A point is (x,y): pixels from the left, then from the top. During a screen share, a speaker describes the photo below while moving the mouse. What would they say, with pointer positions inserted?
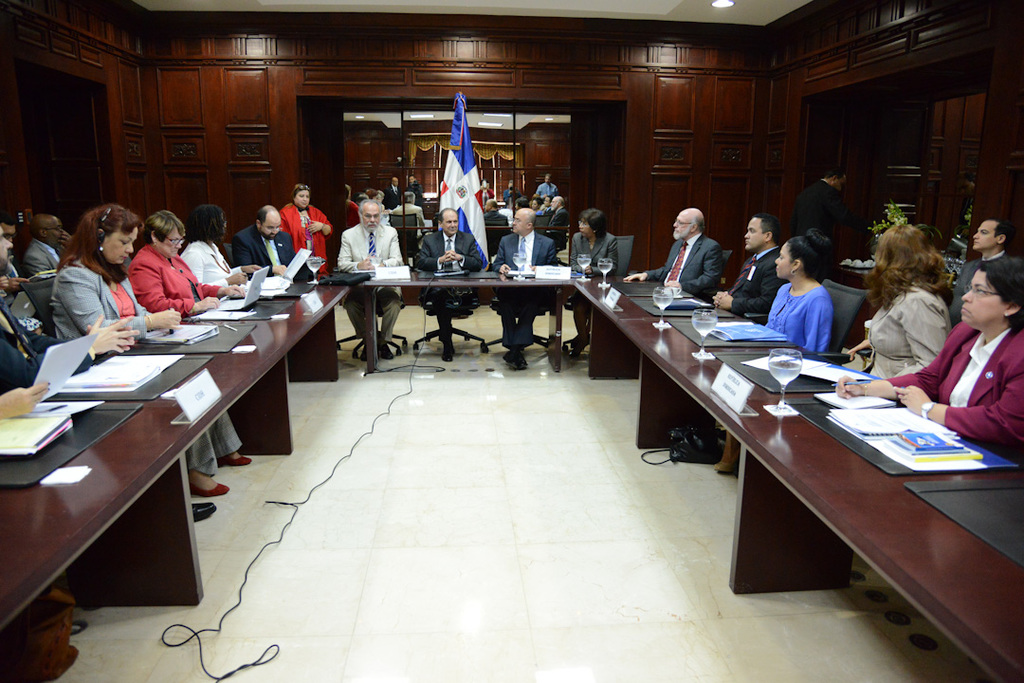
Group of people (266,206) sitting on the chairs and this person (812,226) standing. We can see books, glasses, name boards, papers (106,375) on the tables (446,281). On the background (193,98) we can see wooden wall (190,90), flag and we can see cable (259,557), bag (682,433) on the floor (316,589).
